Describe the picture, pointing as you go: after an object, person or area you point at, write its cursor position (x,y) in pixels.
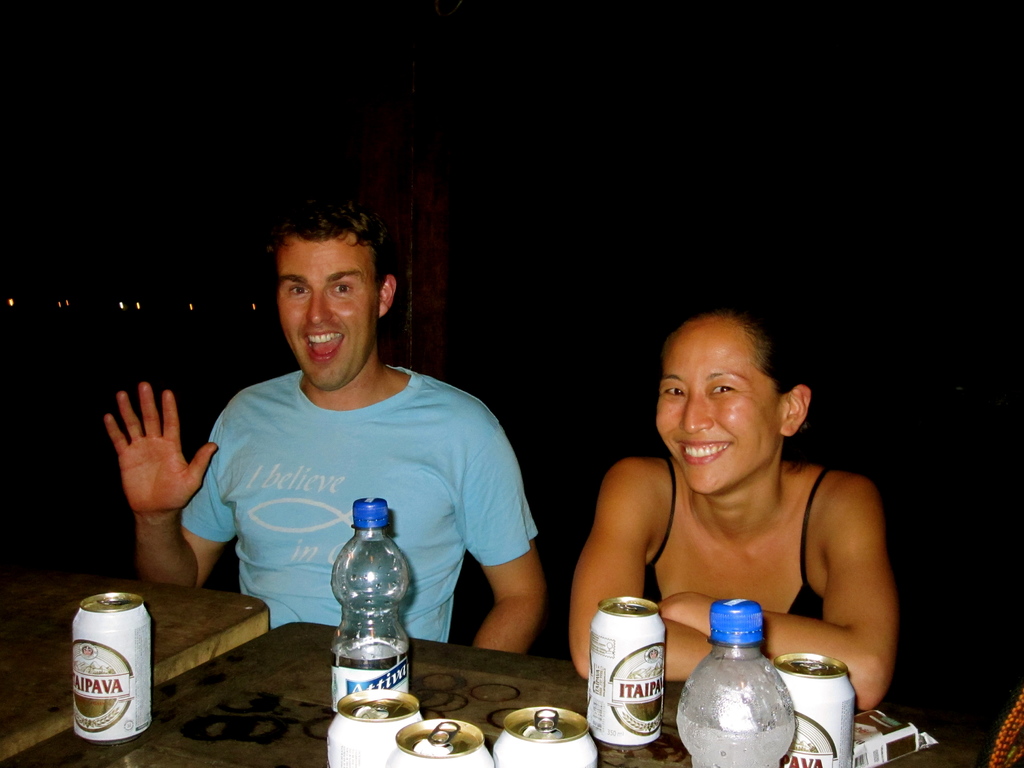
In this picture we can see a man (380,434) is sitting on a chair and he is wearing a blue color t-shirt (347,459) and he is smiling, and beside him a woman (653,473) is sitting and she is smiling, and in front (447,681) there is the table (460,669), and water bottle (382,608) on it and here are some tins (624,669).
